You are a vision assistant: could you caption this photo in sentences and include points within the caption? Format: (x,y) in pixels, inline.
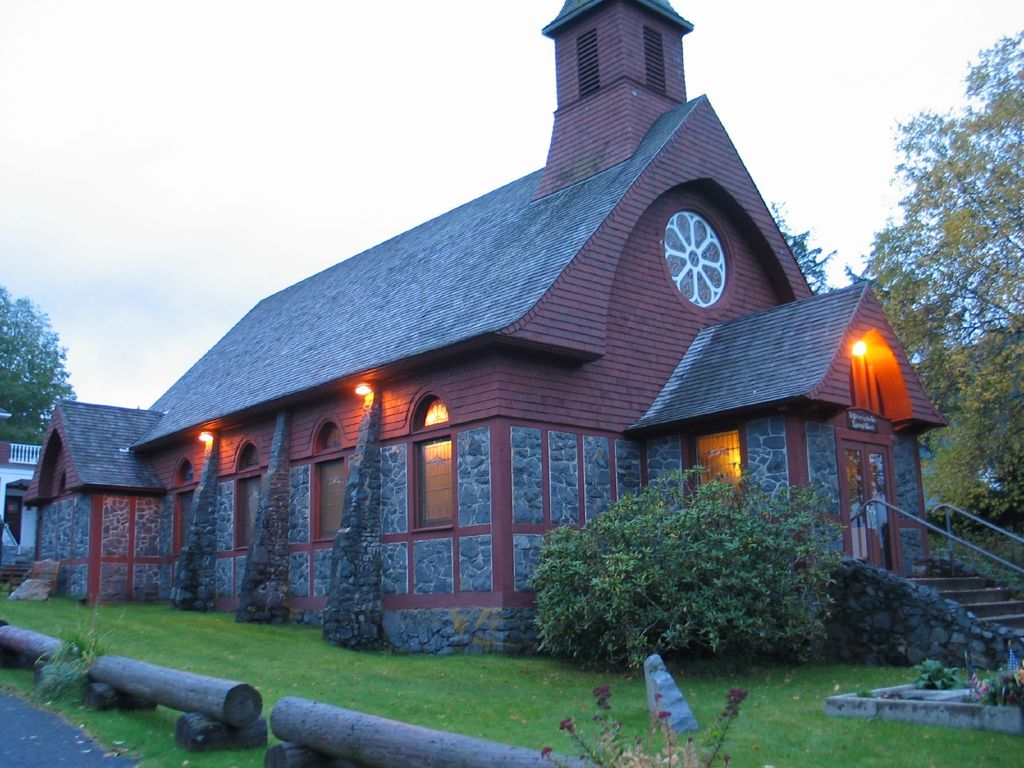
At the bottom of the image (206,739) there are wooden logs (171,683) on the ground (751,751). On the ground (558,672) there is grass (579,671) and also there are stones (1019,729). There are plants (729,709) on the ground (567,681). There is a building (438,278) with walls (415,451), glass windows (430,469), pillars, doors (854,510), steps (925,581) and railing (994,533). And also there is a tower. In the background (984,533) there are trees (54,350) and also there is a sky (209,107).
